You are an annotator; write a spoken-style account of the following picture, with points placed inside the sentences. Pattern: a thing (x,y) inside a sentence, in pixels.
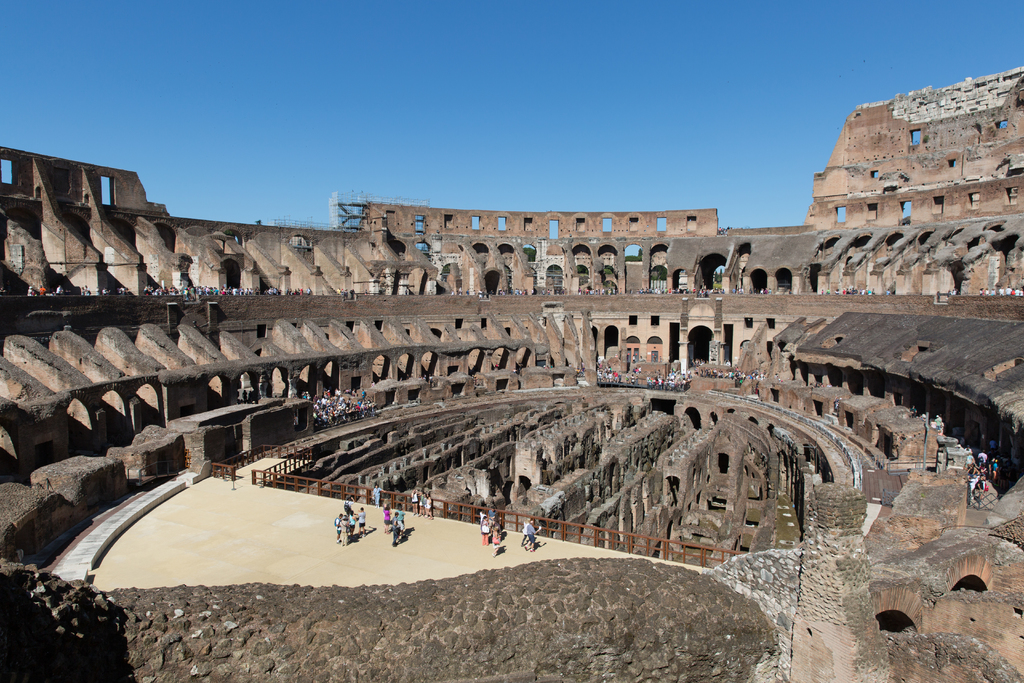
In this image I can see there is a building (292,303) and there are persons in it. And there is a floor (301,521), Fence (303,488) and a marble stone (85,554). And at the top (366,141) there is a sky (836,132).
